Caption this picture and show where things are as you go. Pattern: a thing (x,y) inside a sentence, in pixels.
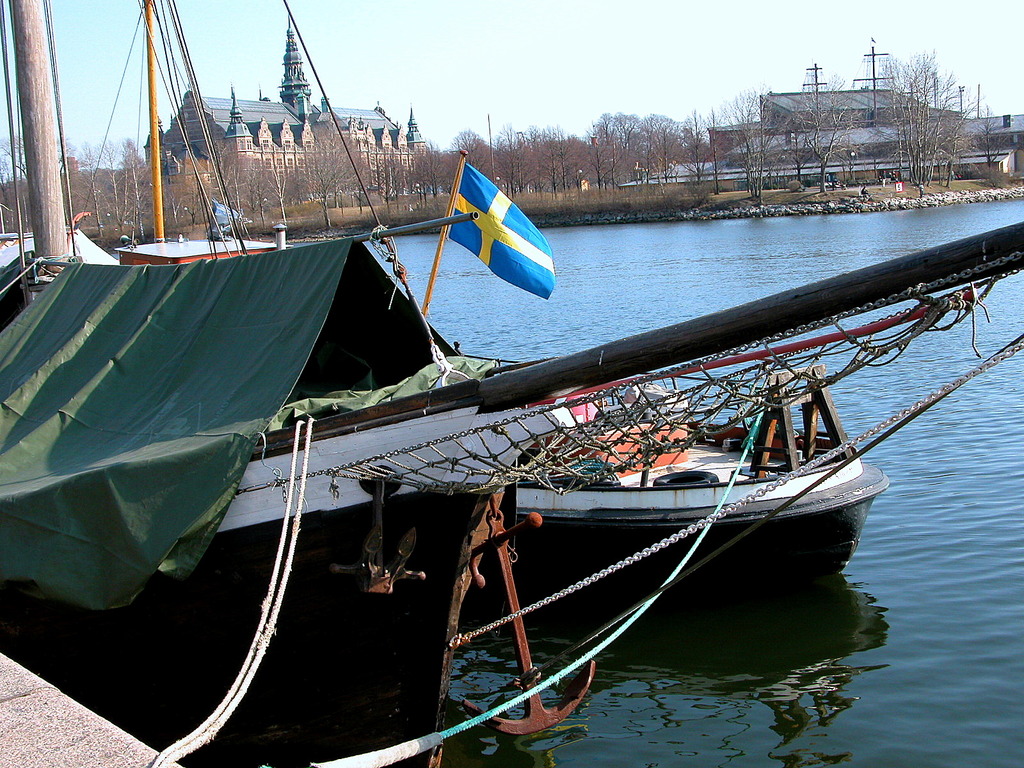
This image consists of boats (358,497). At the bottom (823,661), there is water (922,665). In the background (112,173), there are trees (97,179). And we can see a building (261,159). At the top (62,18), there is sky (832,21). In the middle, we can see a flag (522,283) in blue color.
